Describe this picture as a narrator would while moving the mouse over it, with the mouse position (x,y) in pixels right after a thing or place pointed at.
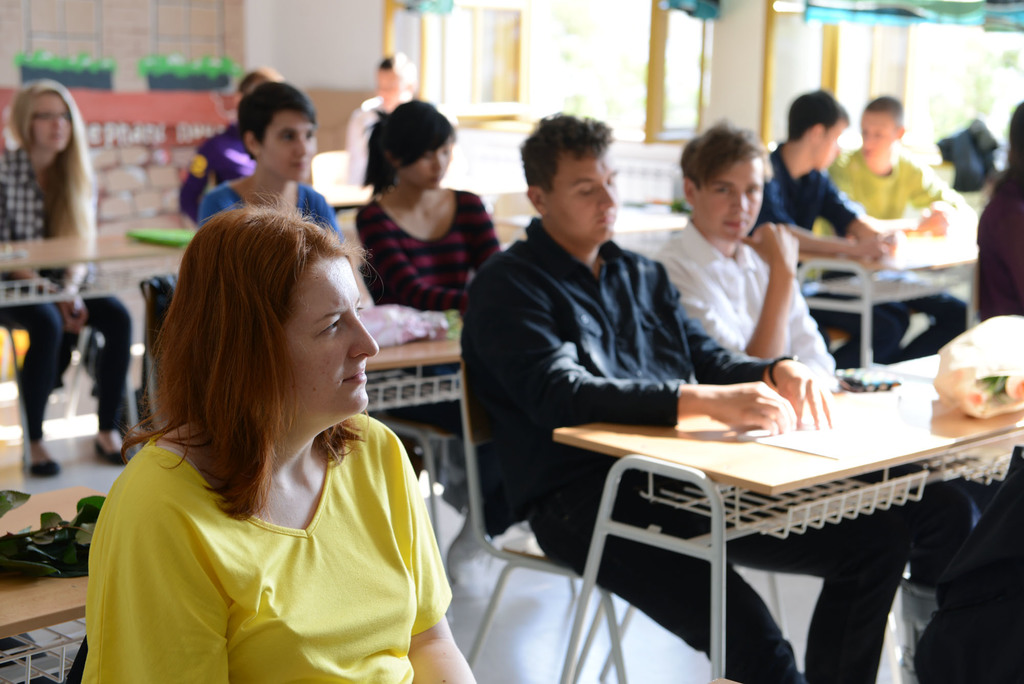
The image is inside the room (790,289). There are group of people (627,284) in the image on left side (296,460) there is a woman (284,496) who is wearing yellow color shirt (253,578) and right side (751,314) there are two man (526,384) who are sitting on chair (480,536) behind table (745,439). On table (836,392) we can see some cover (995,361), in background (450,53) we can see some plants (213,71), windows (565,42).
